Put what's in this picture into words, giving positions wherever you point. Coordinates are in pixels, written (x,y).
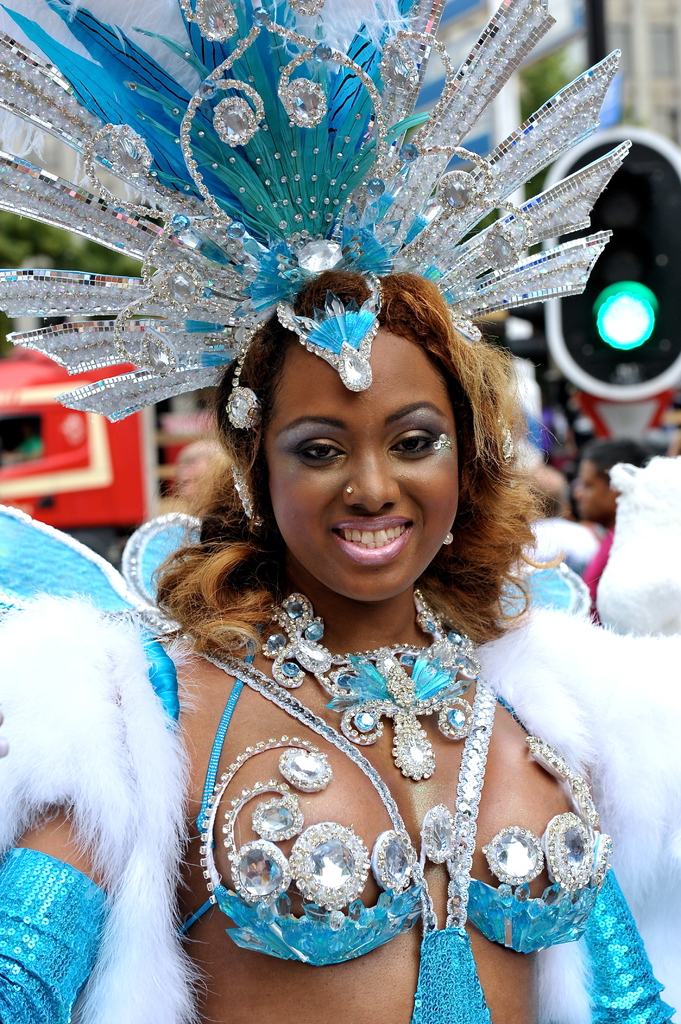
In this image in front (20,763) there is a person (367,645) wearing a smile on her face (391,530). Behind her there are a few other people (191,471). There is a traffic light (602,327). On the left side of the image (78,488) there is a vehicle (81,487). In the background of the image (621,43) there are buildings (611,34).
